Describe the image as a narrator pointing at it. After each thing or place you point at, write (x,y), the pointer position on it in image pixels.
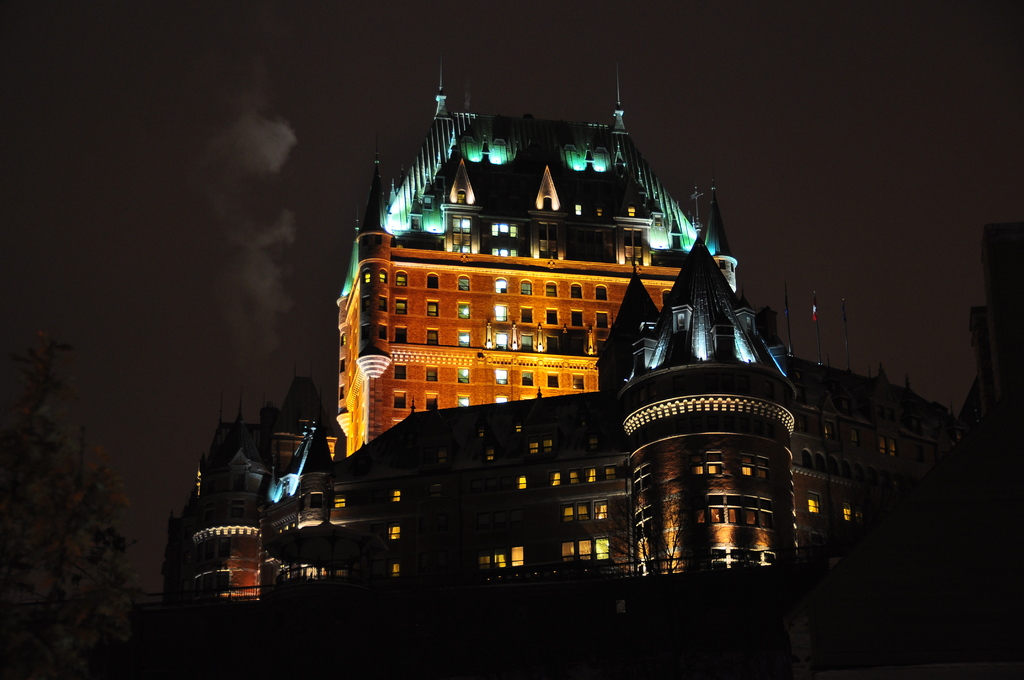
In the middle of the image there is a building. Behind the building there are some clouds (276,126) and sky (293,109).
